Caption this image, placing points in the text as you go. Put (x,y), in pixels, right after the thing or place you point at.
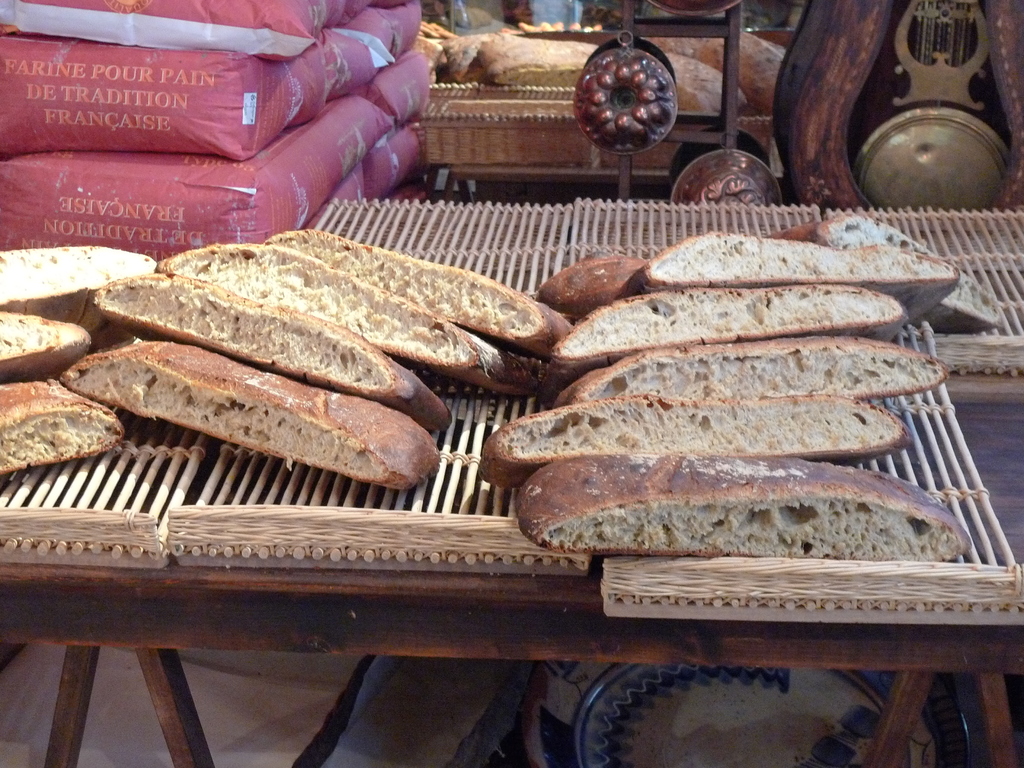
In this picture we can see a table (395,571) in the front (405,563), there are some pieces of food (461,375) present on the table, in the background (277,112) there are some bags (292,127).
